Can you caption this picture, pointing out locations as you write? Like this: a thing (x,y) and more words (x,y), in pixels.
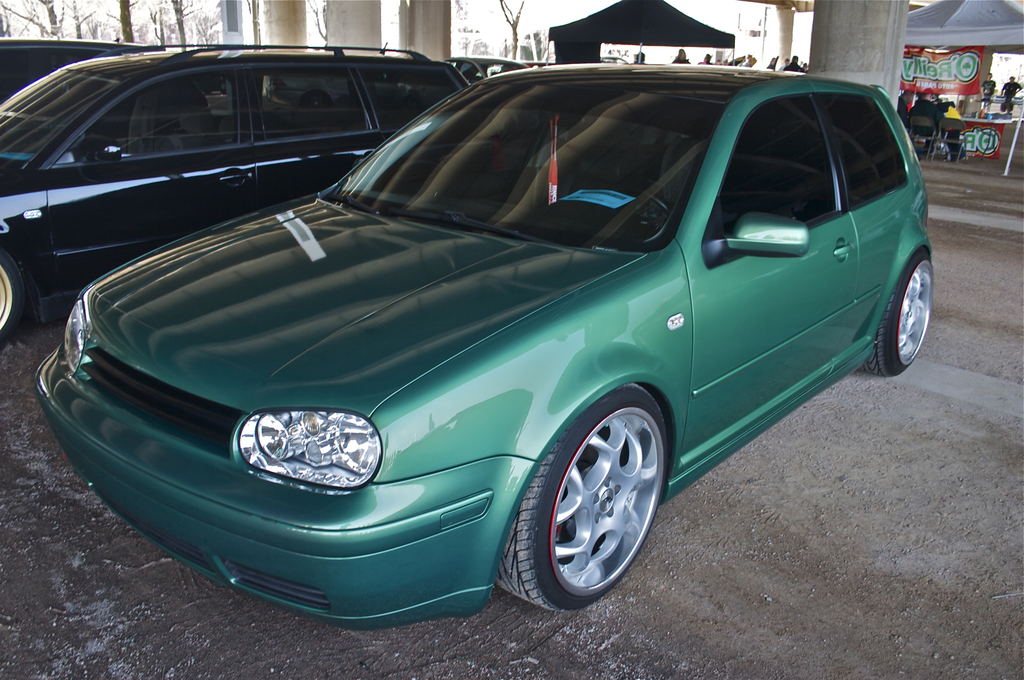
In this image there are cars (365,356) in the background (932,108) there are tents (669,33), in that tents (937,34) there are people (926,92) sitting and there are pillars (437,31).
